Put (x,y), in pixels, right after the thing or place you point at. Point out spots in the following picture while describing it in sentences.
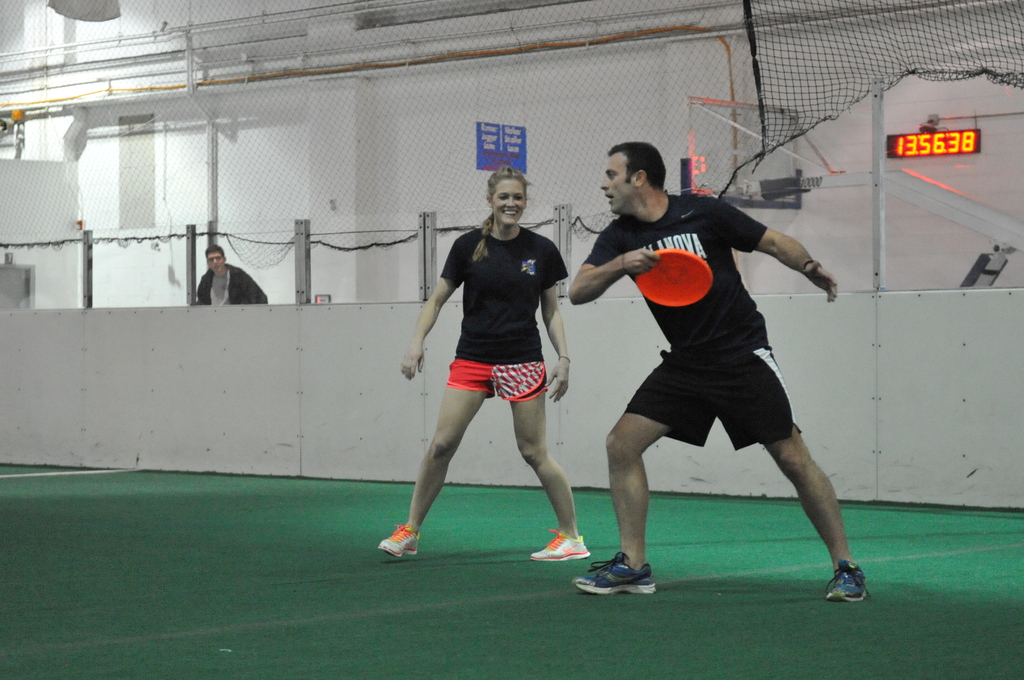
In this image there are men (240,273), there is a woman (518,314), there is a man (637,248) holding an object (669,263), there is the wall (836,371), there is a screen (930,148), there is a number (940,140) on the screen (949,140), there is a board (492,126), there is text (496,147) on the board (506,145), there is a net (531,86) towards the top of the image (843,70), there is a backboard (718,144), there are pipes (220,82) on the wall (321,60).
